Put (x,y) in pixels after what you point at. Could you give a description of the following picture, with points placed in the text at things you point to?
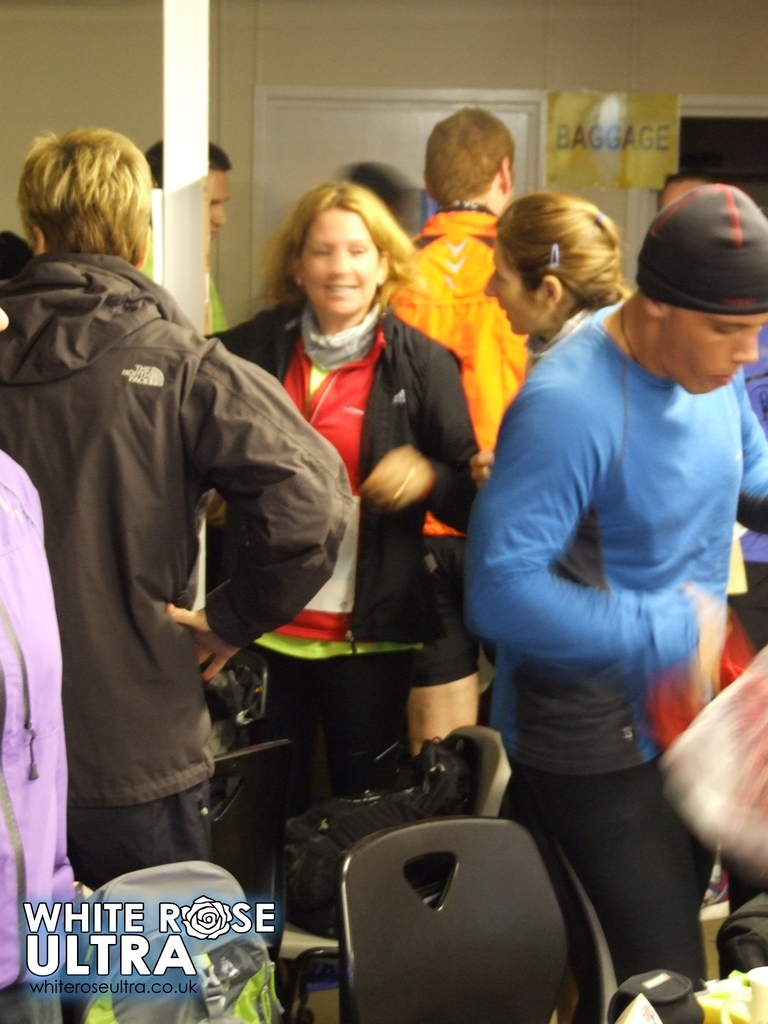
In this image we can see a group of persons (312,195). Behind the persons (312,195) we can see a wall (231,193) and a door (330,180). On the wall (607,82) we can see a poster (577,130) with text (572,138). At the bottom (250,904) we can see chairs (449,926) and some text (148,958).
